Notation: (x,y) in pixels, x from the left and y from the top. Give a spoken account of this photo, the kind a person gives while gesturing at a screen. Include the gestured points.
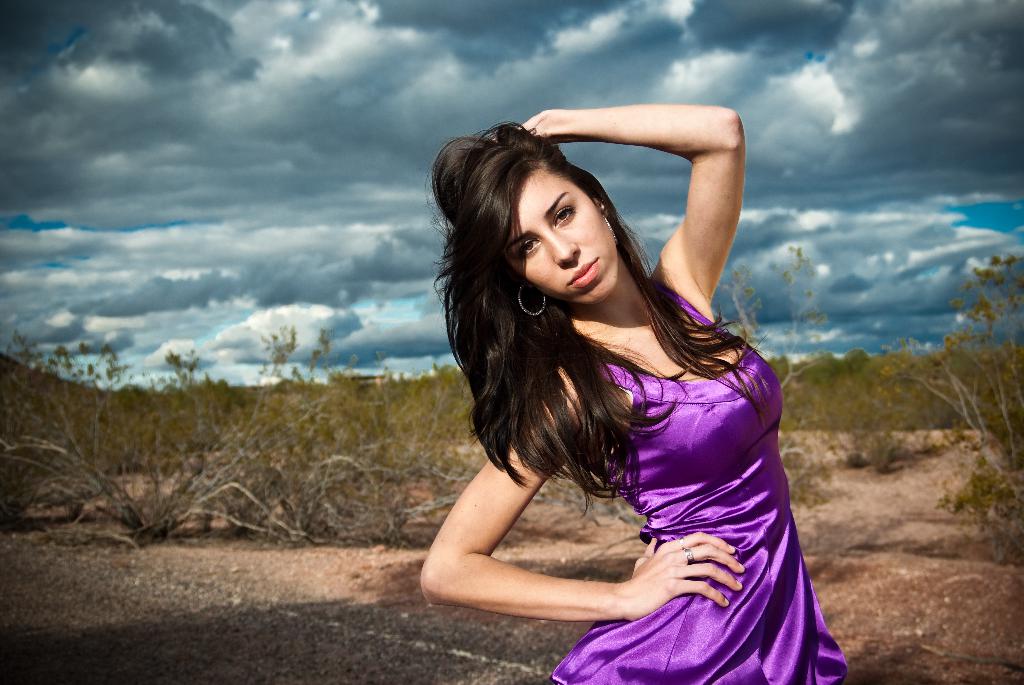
A woman (659,447) is standing wearing purple color dress (760,568), there are trees (409,398) and a sky (540,96).
